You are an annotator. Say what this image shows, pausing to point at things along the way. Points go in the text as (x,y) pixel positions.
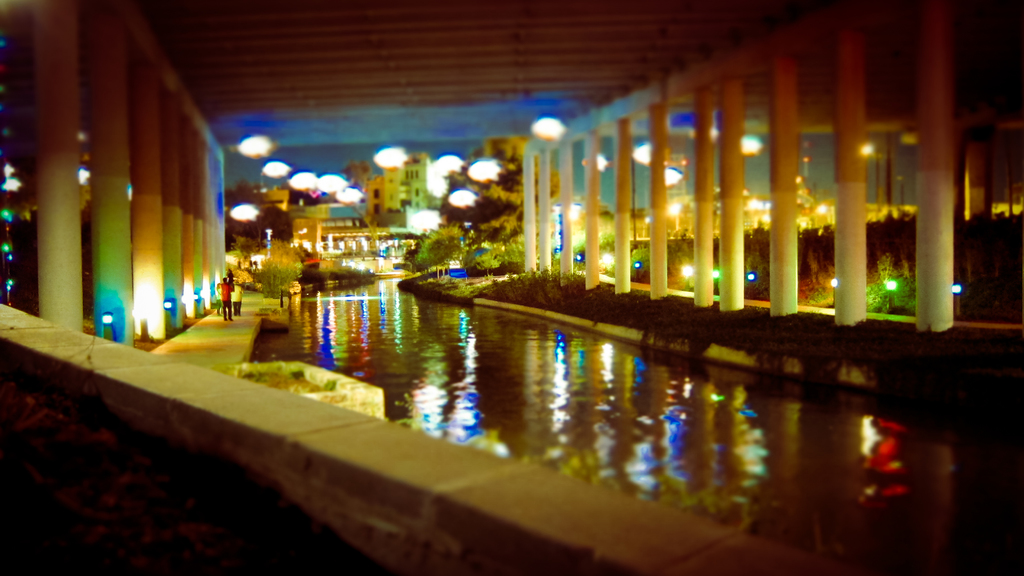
There is water (510,441). On the sides there are plants (485,252) and pillars (191,206). Also there are lights (428,231). In the background (371,206) there are buildings (317,215), lights (438,196) and trees (469,207). And there are people (237,298). Also there is a wall (352,467).
